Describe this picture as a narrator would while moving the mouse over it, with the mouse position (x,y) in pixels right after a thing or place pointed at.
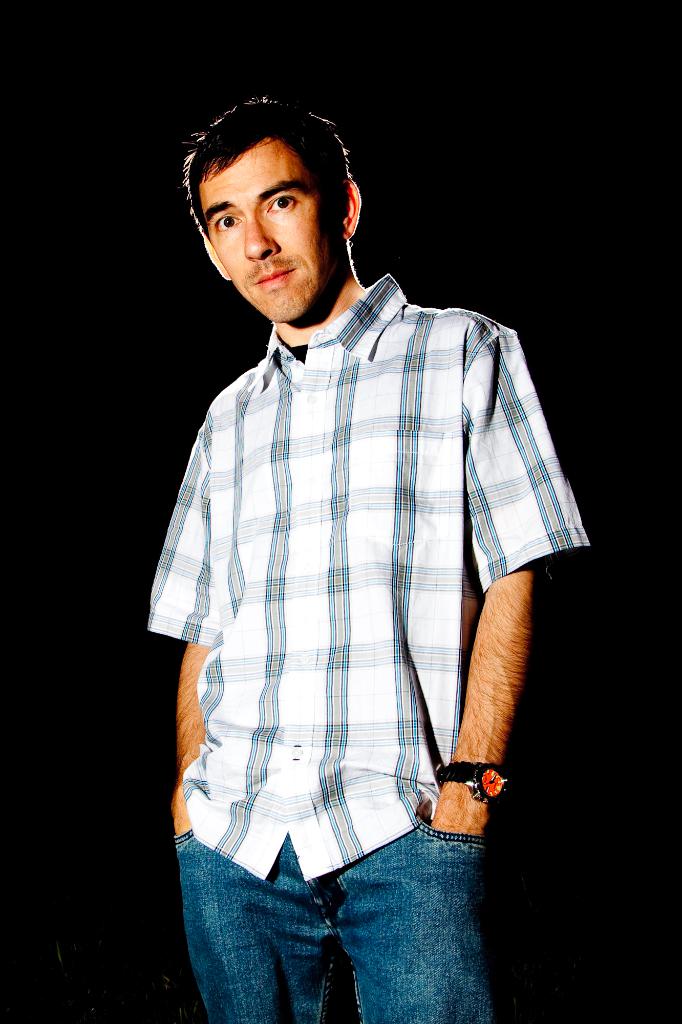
In the image there is a man (395,761) standing and behind the man (224,164) the background (107,685) is dark.
